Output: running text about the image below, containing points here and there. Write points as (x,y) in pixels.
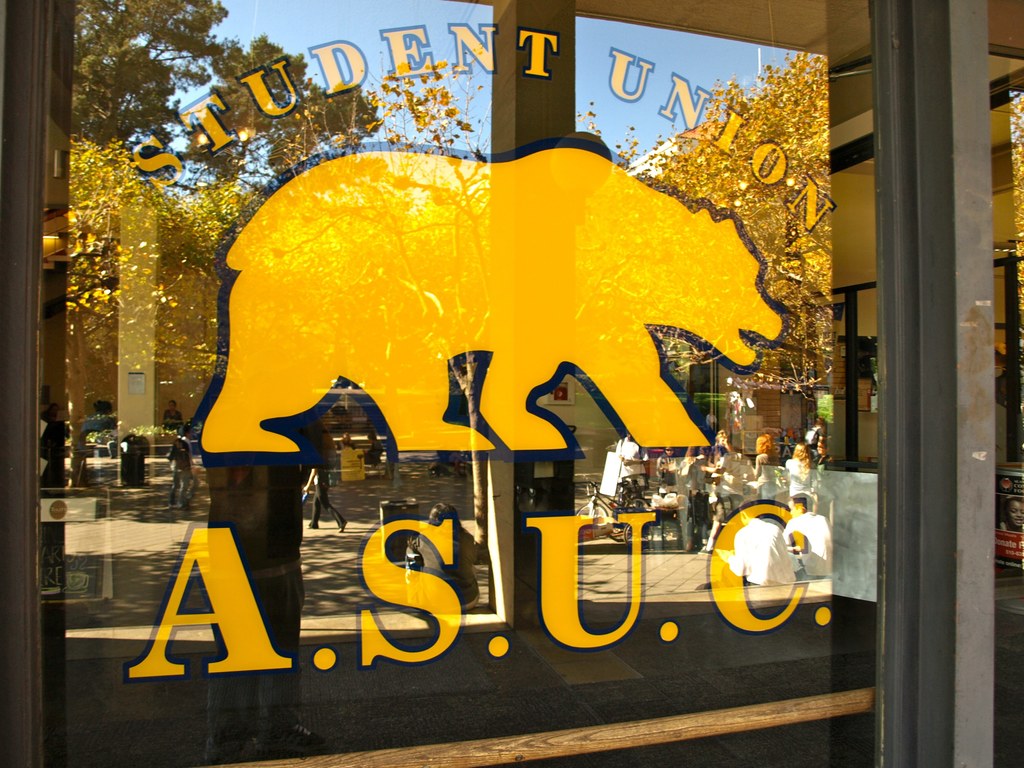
In this image we can see the depiction of an animal (509,244) and also the text (640,552) on the glass door (713,657) and we can also see the reflection (722,150) of trees (244,181), buildings (780,401), vehicles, trash bins (401,515), board (354,473) and also a few people (761,497) on the road (308,550).
